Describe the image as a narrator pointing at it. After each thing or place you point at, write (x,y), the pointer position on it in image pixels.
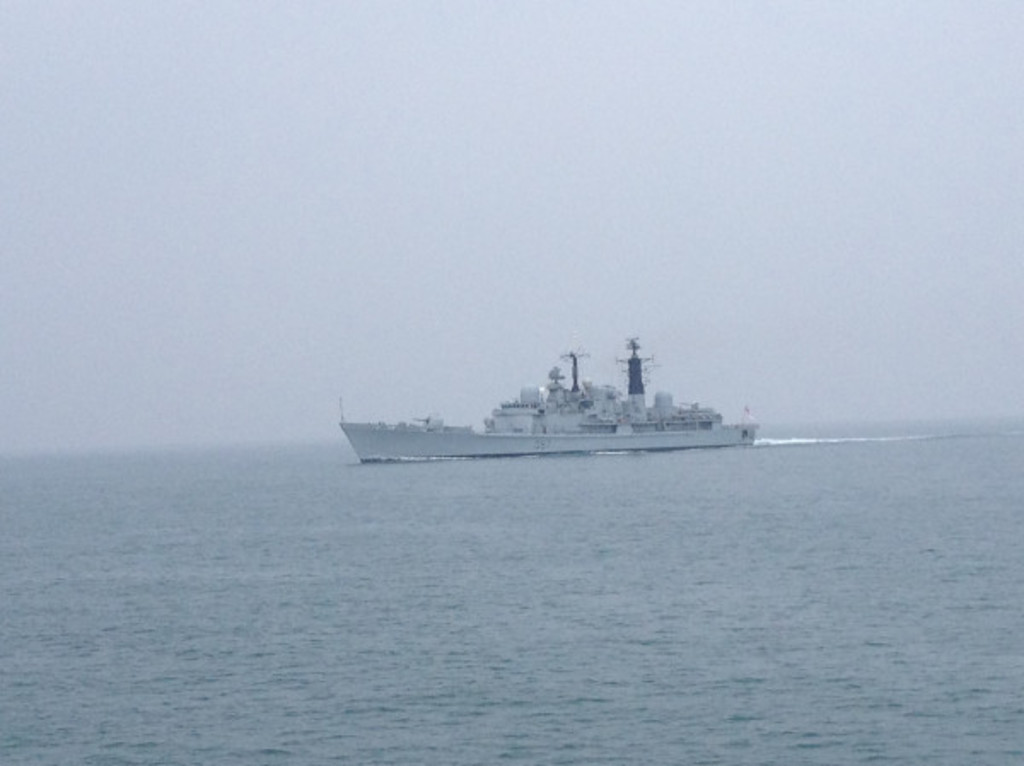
In this image, we can see a ship (540,412) sailing on the water (656,485). We can also see the sky (412,263).
